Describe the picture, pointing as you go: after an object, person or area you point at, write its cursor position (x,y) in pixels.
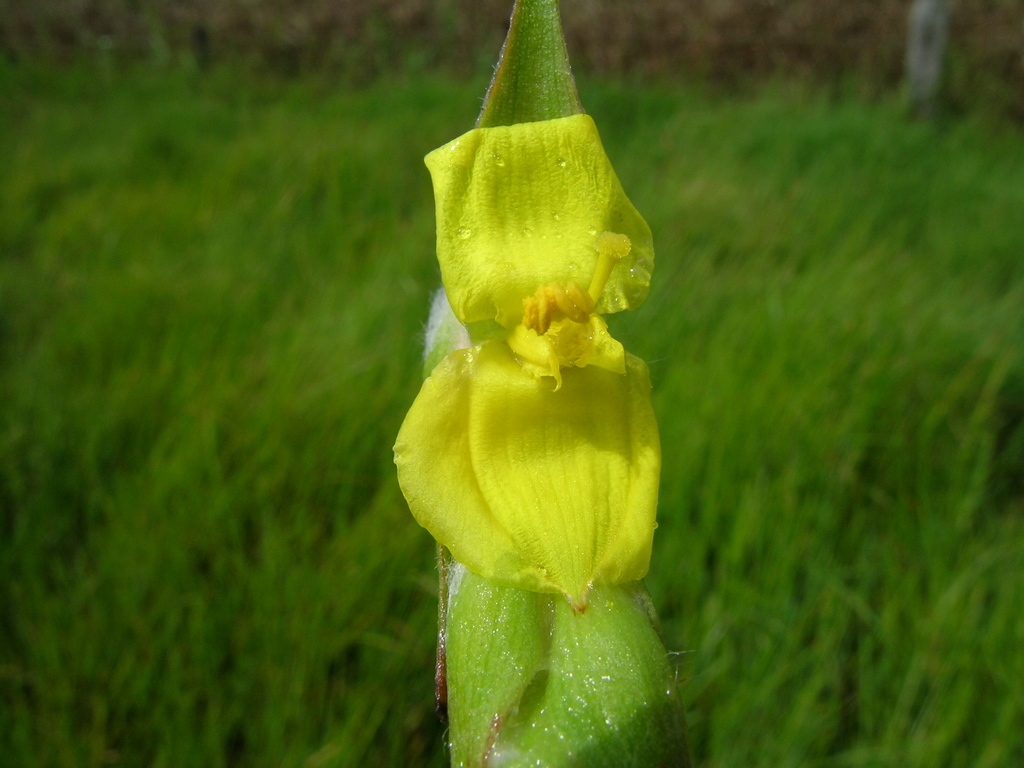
This picture shows a plant (598,569) with flower (501,131) and we see grass (675,361) on the ground (372,442) and the flower (530,421) is yellow in color.
